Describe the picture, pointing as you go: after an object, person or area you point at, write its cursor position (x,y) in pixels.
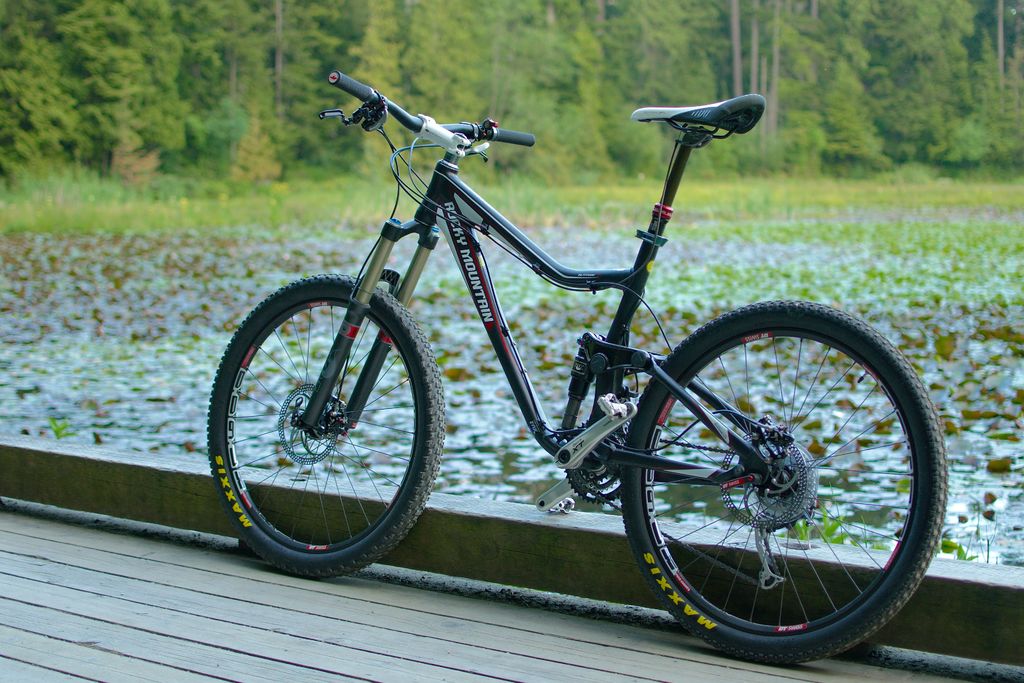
In this picture there is a bicycle (742,525) on the wooden floor (639,627) and there is text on the bicycle (385,551). At the back (307,234) there are trees (782,144) and there are plants (702,221) on the water (1001,427).
